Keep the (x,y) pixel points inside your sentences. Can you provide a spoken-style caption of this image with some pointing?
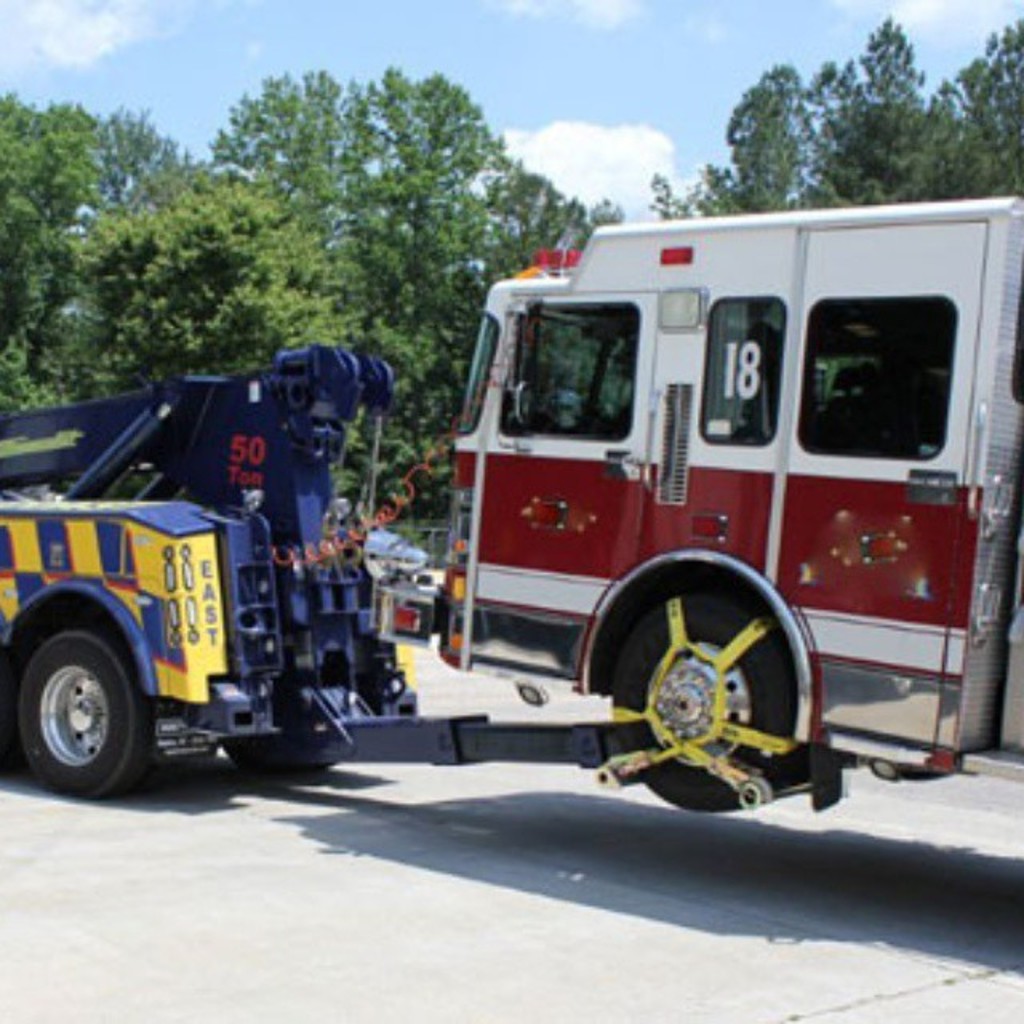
Here in this picture we can see a blue colored truck (164,610) present on the road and it is towing the fire truck (700,768) present behind it over there and beside them we can see trees (273,306) present all over there and we can see clouds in sky (563,131).
